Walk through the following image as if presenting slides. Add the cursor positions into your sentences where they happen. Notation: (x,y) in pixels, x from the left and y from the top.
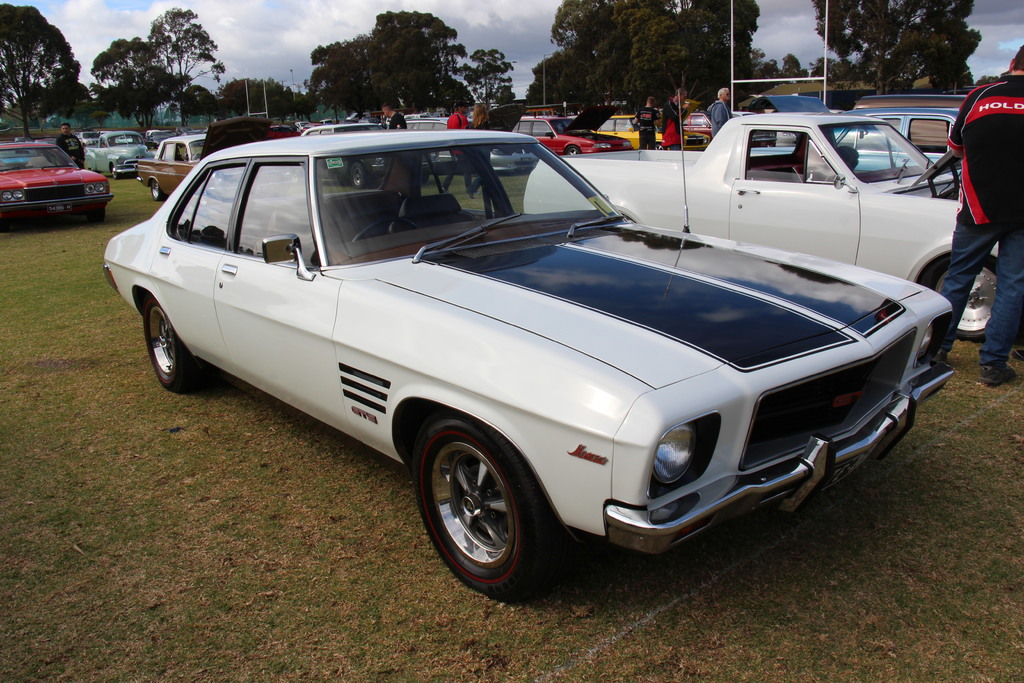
In front of the image there are cars (572,315). There are people (450,166) standing. In the background of the image (25,34) there are metal rods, trees (274,90). At the top of the image (304,20) there are clouds (305,9) in the sky (304,8).
